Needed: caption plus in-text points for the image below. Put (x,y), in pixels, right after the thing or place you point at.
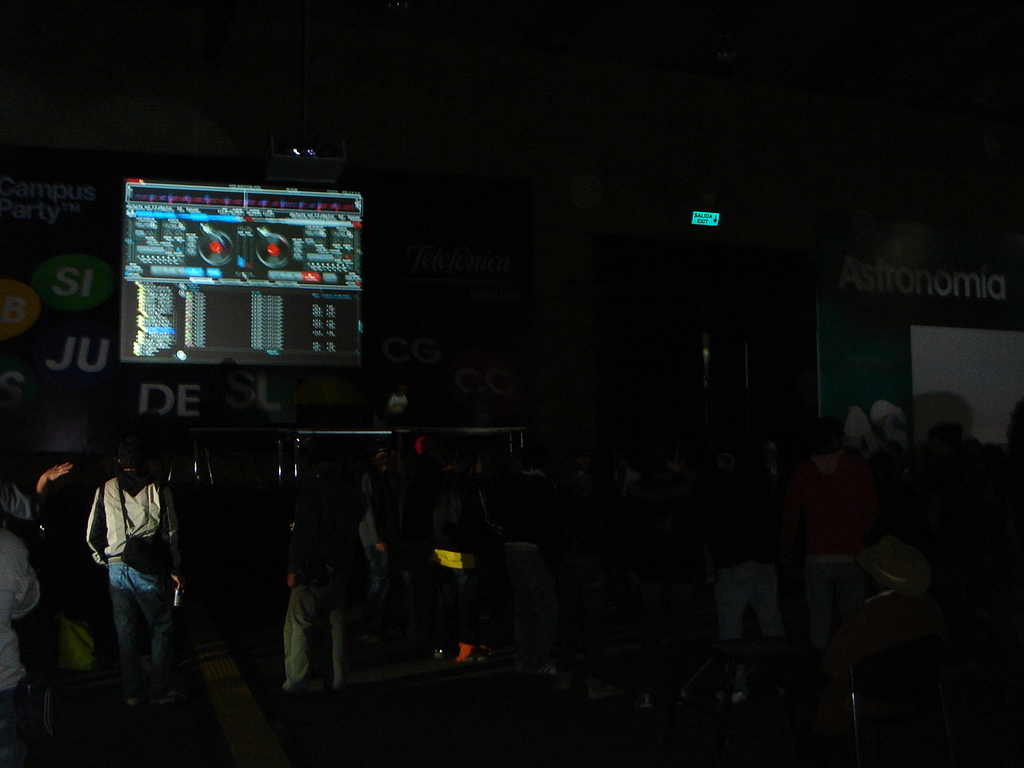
At the bottom of the image (445,632) we can see a group of people (876,605) are standing on the floor (633,692). In the background of the image (480,337) we can see the boards (871,376), screen (156,299), sign board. At the top (634,203), the image is dark.
